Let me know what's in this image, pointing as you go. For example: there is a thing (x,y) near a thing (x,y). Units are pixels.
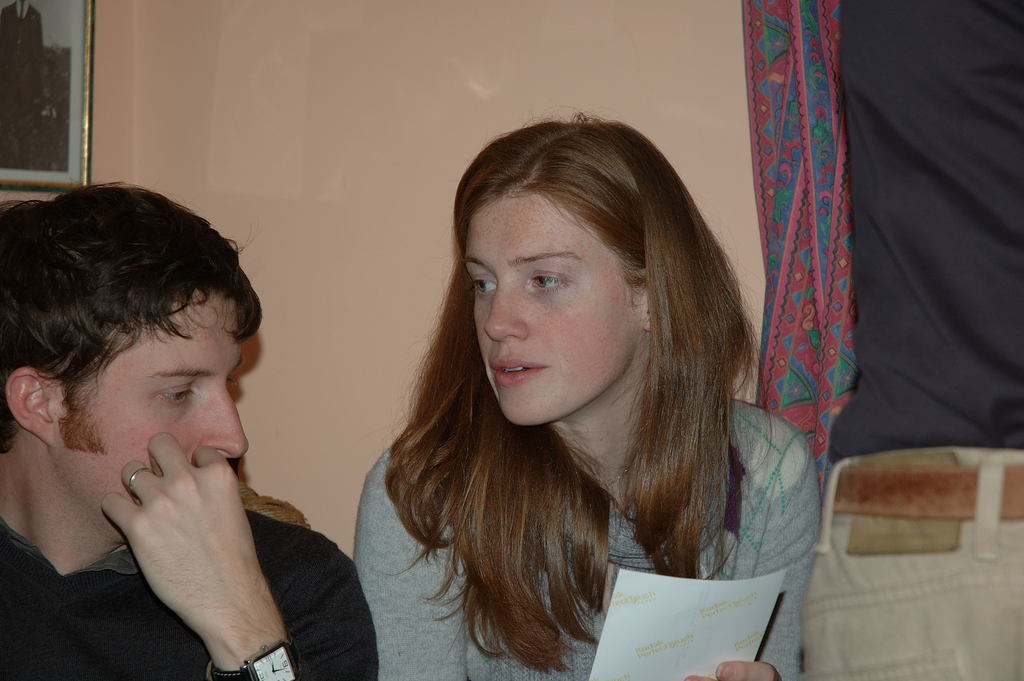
In this image I can see a man (227,258), a woman (476,453) and I can see she is holding a white colour thing (699,603). I can also see something is written on it. On the left side of the image (228,677) I can see he is wearing a watch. On the right side of the image (778,182) I can see a colourful cloth (817,146) and on the top left side of the image (45,11) I can see a frame (72,142) on the wall (115,112).
